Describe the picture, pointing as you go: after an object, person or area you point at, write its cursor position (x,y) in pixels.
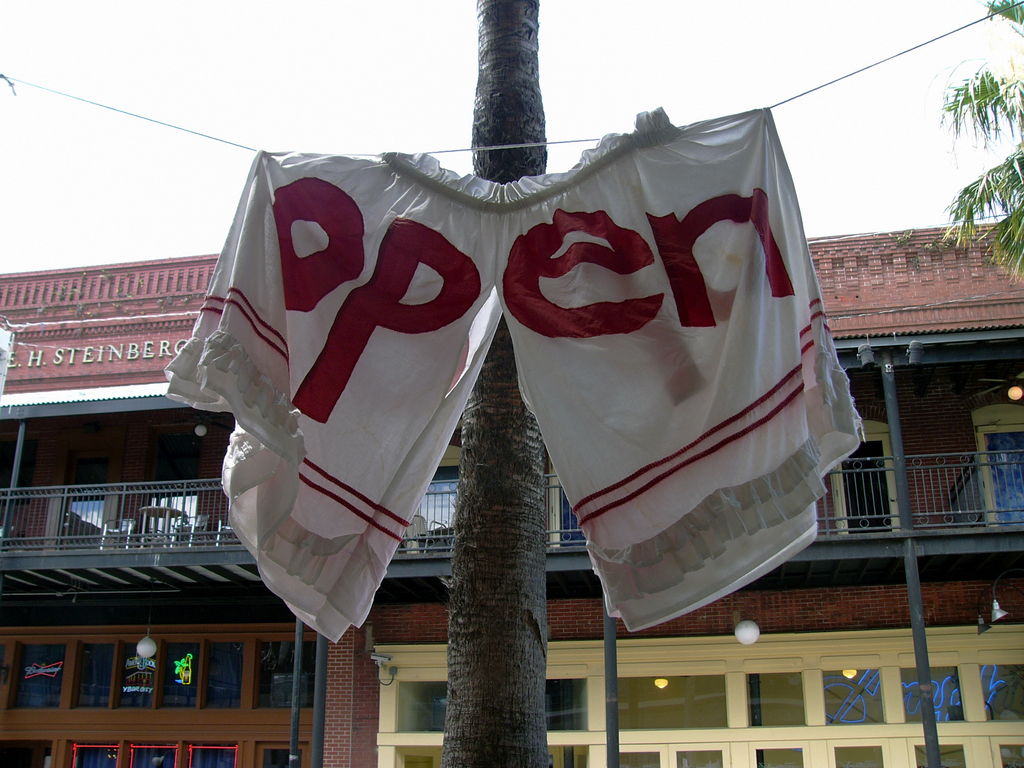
In this image we can see some cloth (438,203) with the text (305,282) hanged to the rope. We can also see the tree (998,26) and a bark (540,160) in the center (460,488). In the background (128,500) we can see the building (863,470) and also the lights (751,632). We can also see the sky (344,58).
